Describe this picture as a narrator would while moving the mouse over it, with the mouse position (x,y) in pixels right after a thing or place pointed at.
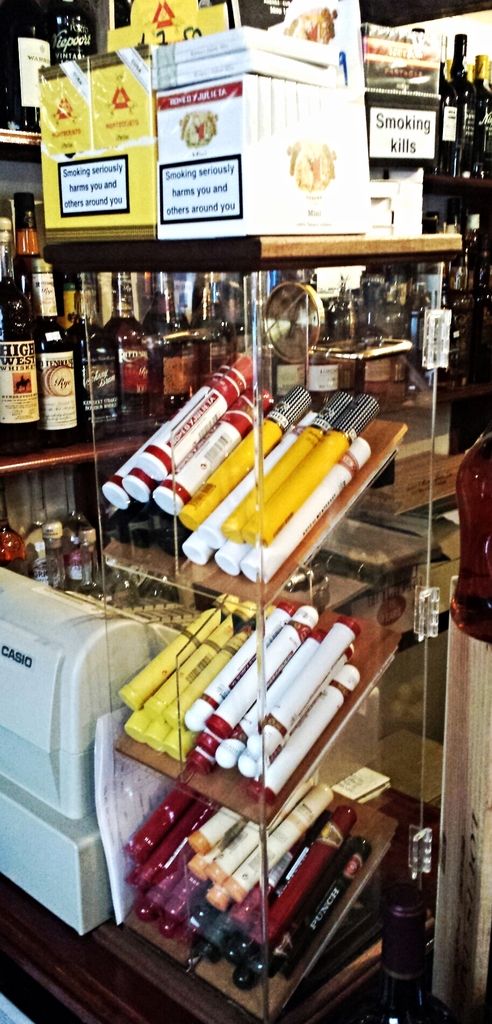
A glass (242,342) with three shelves (300,547) in it. On the shelf (369,460) there are some color objects (240,718). Behind the glass (427,272) there is a cupboard (484,190) with many bottles (98,351) and many boxes (181,141). To the right (485,602) there is a object (471,748). TO the left side (58,721) there is a printer (62,682).
